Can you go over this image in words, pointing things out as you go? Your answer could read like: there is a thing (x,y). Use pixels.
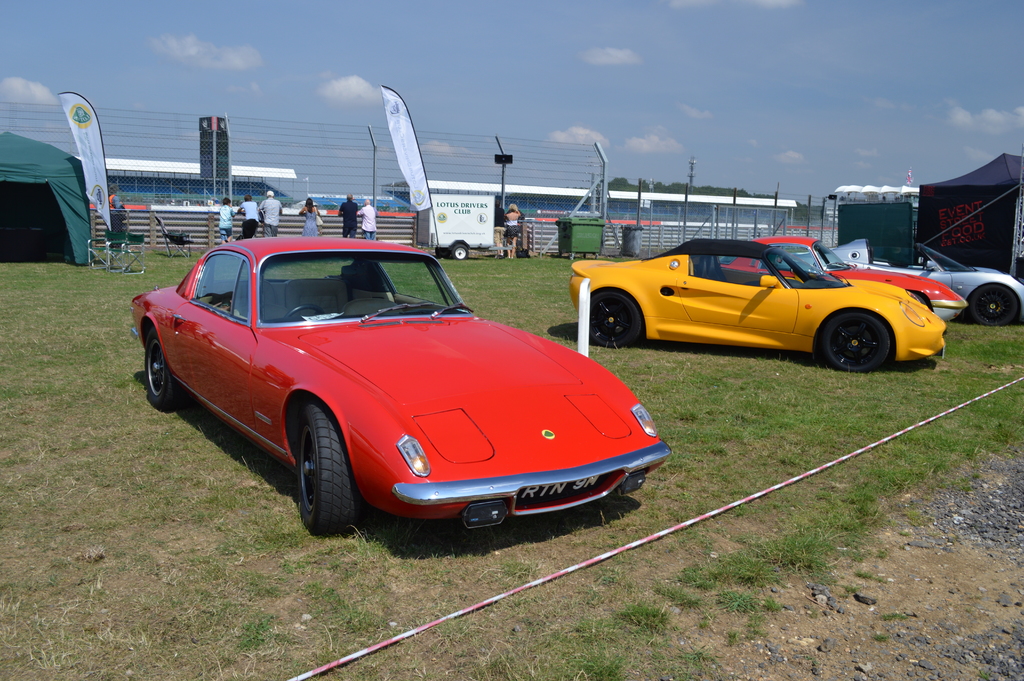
In this picture we can see cars (915,270) and some people (507,234) standing on the ground (772,451), fence (341,190), banners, tents (10,174), trees (699,183) and in the background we can see the sky (291,86) with clouds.
